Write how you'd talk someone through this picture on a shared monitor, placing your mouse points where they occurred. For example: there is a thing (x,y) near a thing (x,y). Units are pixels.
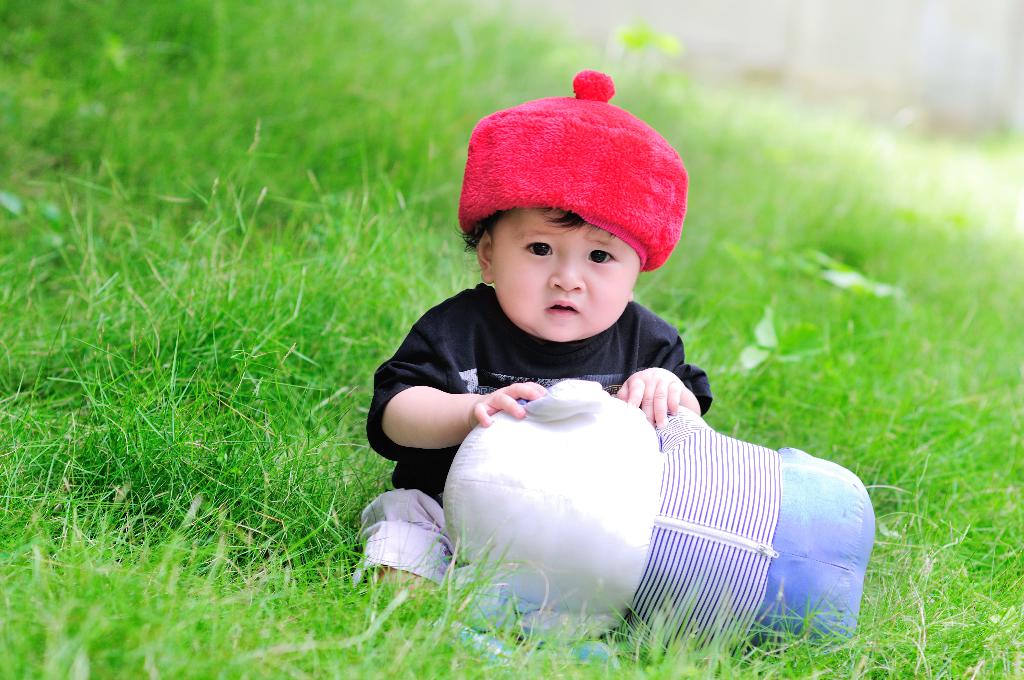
In this picture I can see a little boy (509,407) in the middle (567,354), he is holding the doll (610,545), there is the grass (43,664).
